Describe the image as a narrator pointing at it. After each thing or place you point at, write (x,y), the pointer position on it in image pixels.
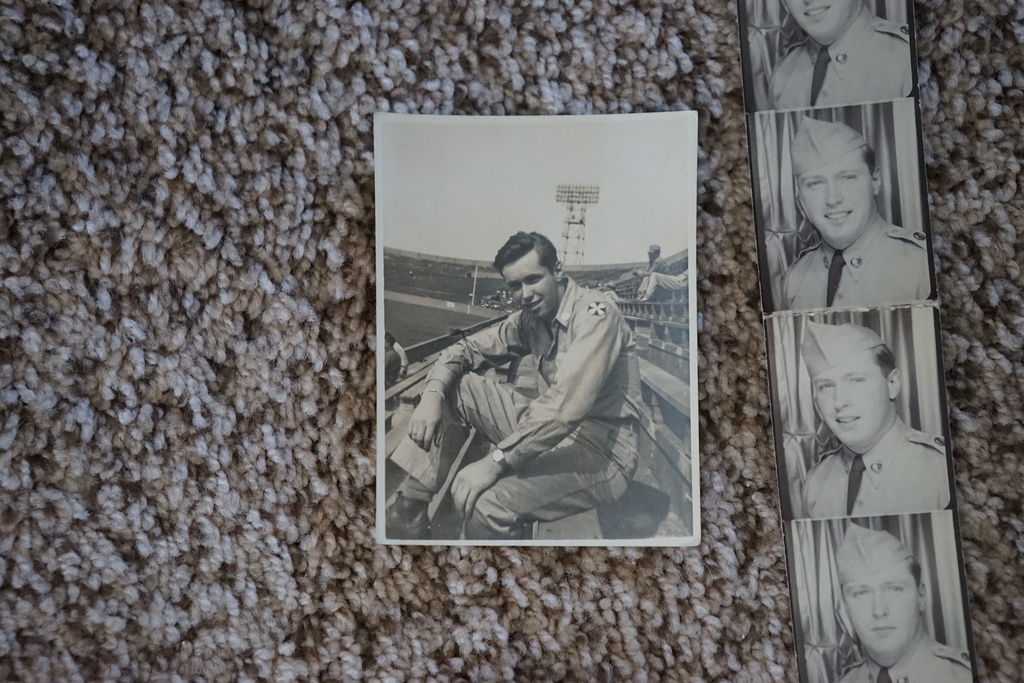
In the foreground of this image (538,361), there are photos (840,430) on a mat surface (244,360) like an object (256,351).
